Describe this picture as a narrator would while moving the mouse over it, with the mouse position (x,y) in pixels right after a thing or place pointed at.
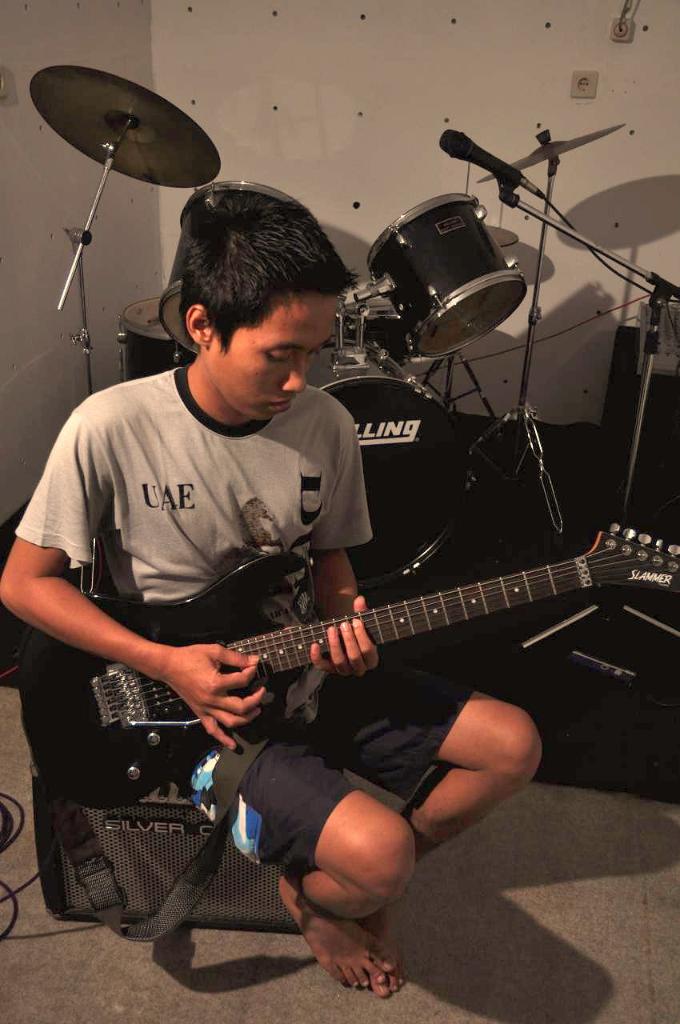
In this image I can see a person (194,515) wearing t shirt (216,507) and black short (336,743) is sitting and holding a guitar (258,629) in his hand (249,670). I can see an amplifier (137,909) on the floor (201,947) and in the background (516,288) I can see few musical instruments (475,206), a microphone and the wall (316,133).
